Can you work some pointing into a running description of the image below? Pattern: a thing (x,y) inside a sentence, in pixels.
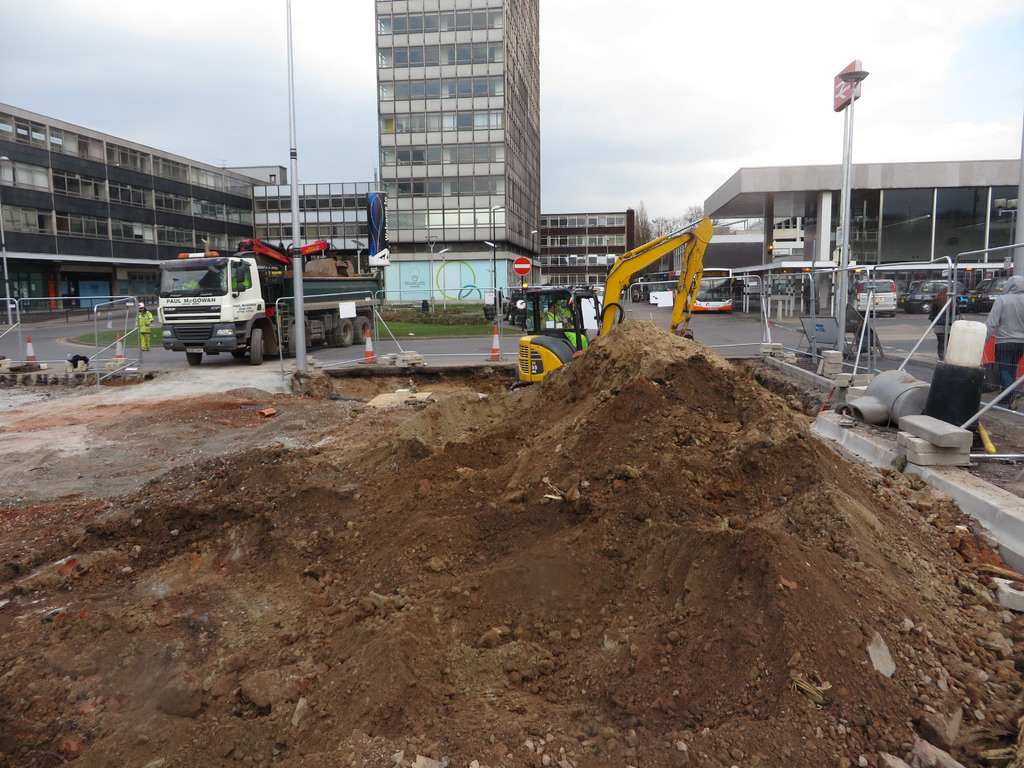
This is an outside view. At the bottom (325,518) I can see the mud (729,553). At the back (564,355) there is a bulldozer (588,333). In the background (243,325) there are many vehicles (258,337) on the road (713,326) and also buildings (565,247). At the top (684,38), I can see the sky (616,58).
